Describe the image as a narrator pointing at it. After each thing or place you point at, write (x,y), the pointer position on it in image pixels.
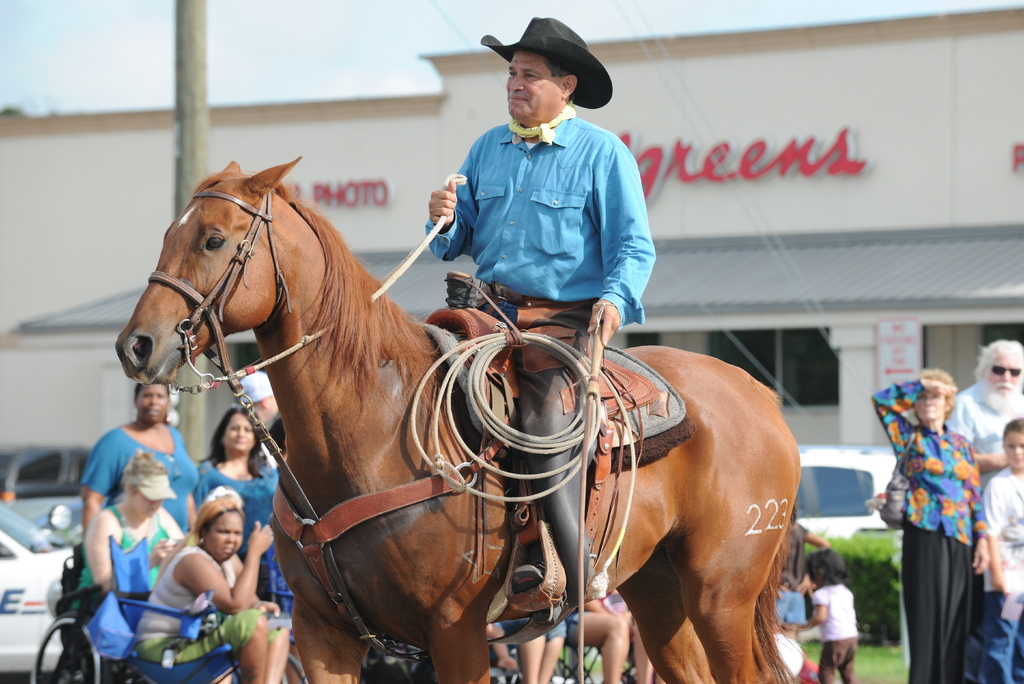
In this Image I see a man (538,577) who is sitting on a horse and he is wearing a hat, I can also see he is holding a rope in one hand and a stick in other hand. In the background (621,674) I see people (246,578) who are standing and sitting and I see the building (1020,20), plants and the vehicles (1,654).
